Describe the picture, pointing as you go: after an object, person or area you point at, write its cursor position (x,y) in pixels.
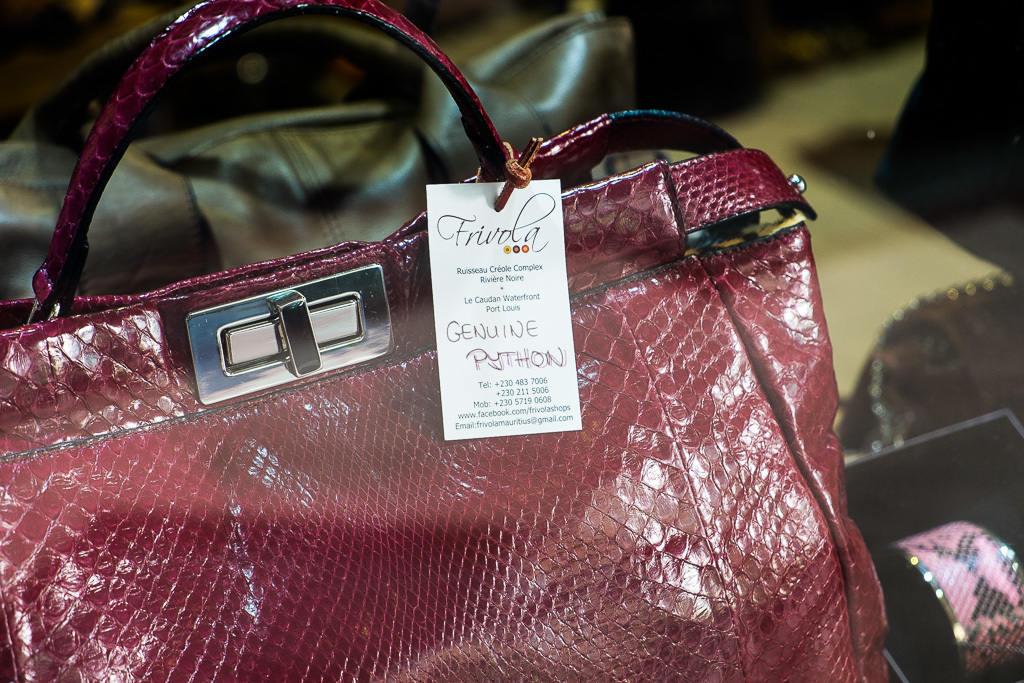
In this image, there are two handbags (741,310) visible which are maroon in color and black in color. In the bottom of the image (976,576) right, a bangle (955,555) is visible. It looks as if the picture is taken inside a shop (58,478).
